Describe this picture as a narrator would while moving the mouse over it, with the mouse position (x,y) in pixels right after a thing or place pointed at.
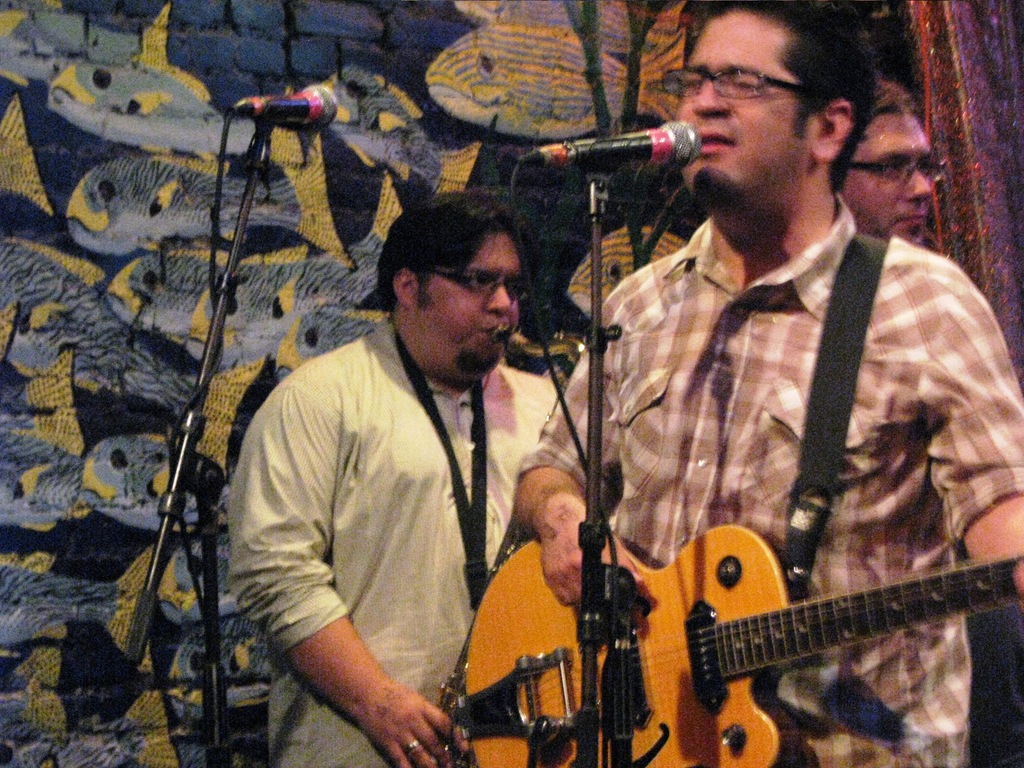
In the image we can see there are people (625,454) who are standing and a man (744,362) is holding guitar (560,724) in his hand (561,523) and behind there another man (485,368) is playing a musical instrument (562,345) and in front of him there is mic (564,162) with a stand (149,585) and at the back (133,151) on the wall (76,171) there are fishes (140,170) painted.
